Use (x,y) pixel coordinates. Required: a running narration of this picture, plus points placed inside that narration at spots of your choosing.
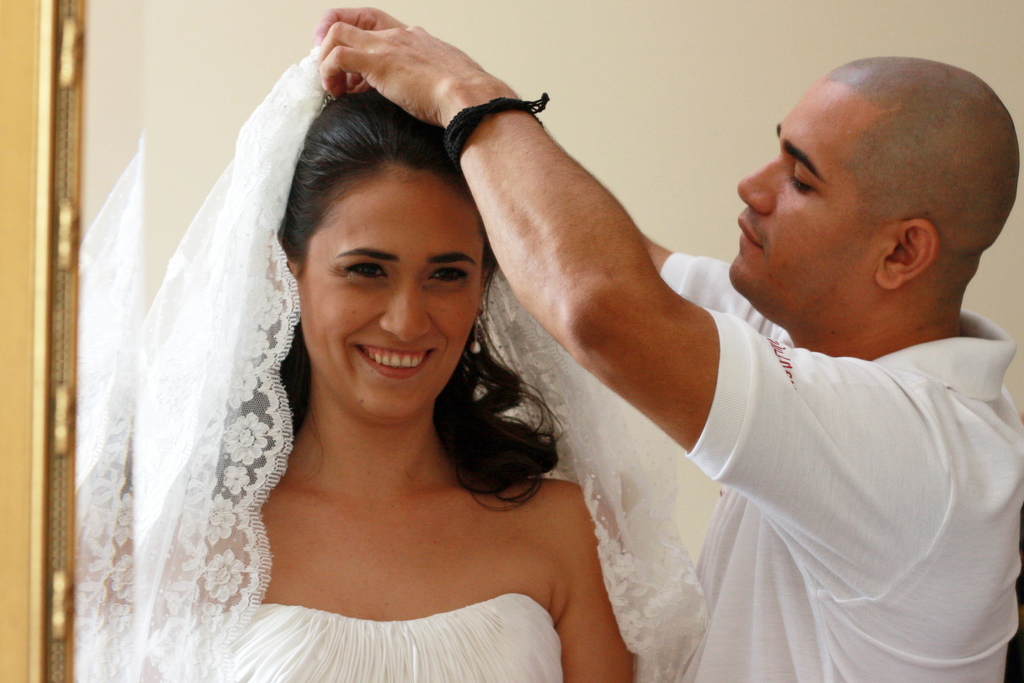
In the picture I can see a man (978,591) on the right side (859,397) is wearing a white color T-shirt (853,408). There is a woman (236,516) on the left side (287,317) and she is wearing a bride wedding dress (476,614) and there is a pretty smile on her face (393,248). In the background (1015,97), I can see the wall (575,59).
